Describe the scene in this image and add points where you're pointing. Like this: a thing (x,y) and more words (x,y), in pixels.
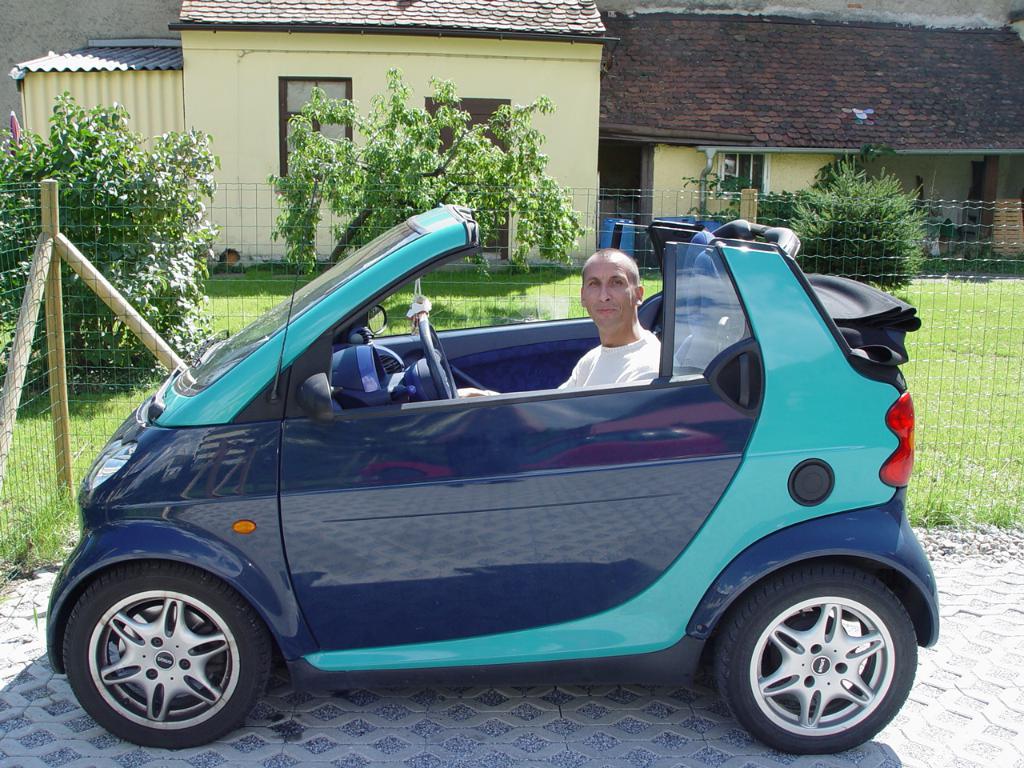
In the center (506,396) we can see car (409,356) in car (801,380) we can see one man (595,379). And coming to background (458,87) we can see house (500,67), window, door (478,120), trees (427,134), fence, grass (982,361) etc.
